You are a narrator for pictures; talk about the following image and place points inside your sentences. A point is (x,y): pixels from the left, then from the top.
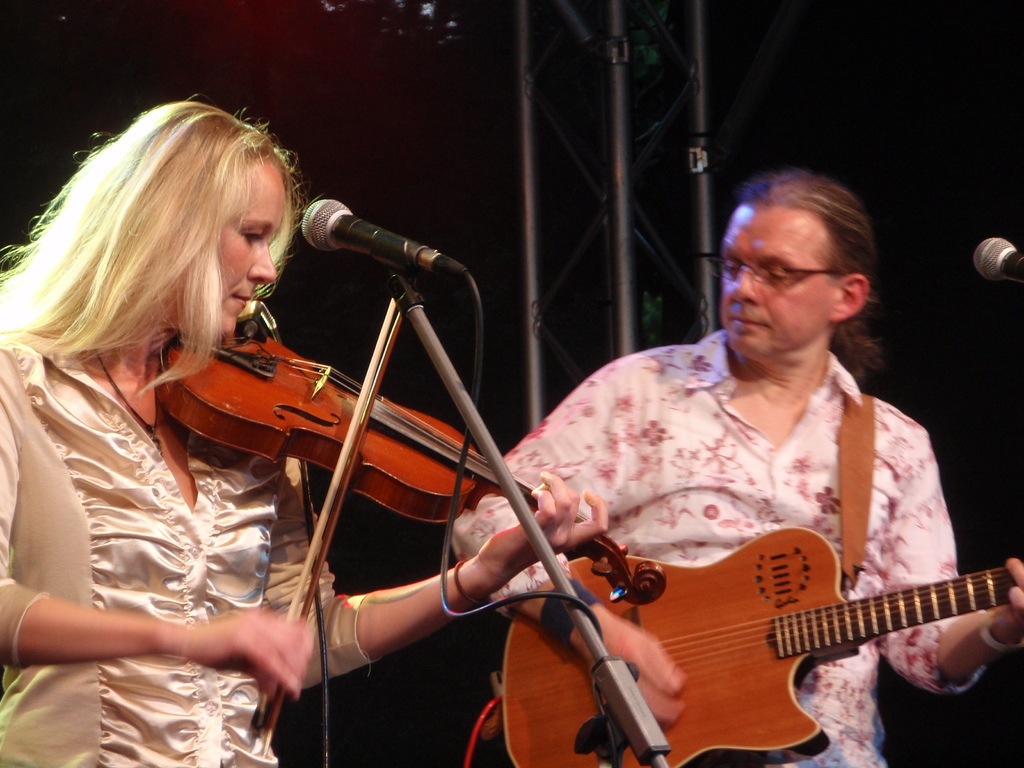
The picture consist of lady (194,453) playing violin (313,425) in front of mic (397,244) and beside her there is a guy (739,445) playing guitar (819,645).
